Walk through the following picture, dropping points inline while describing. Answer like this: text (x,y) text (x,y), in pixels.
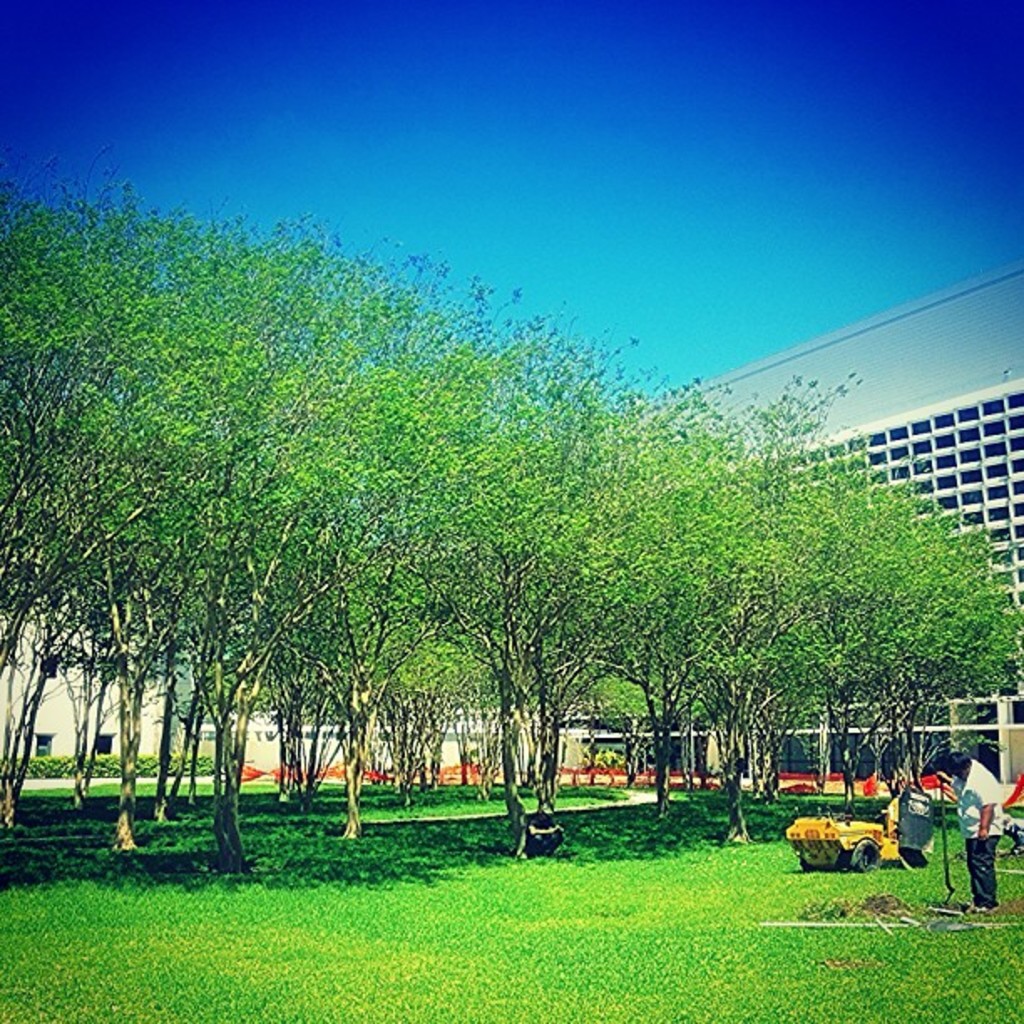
In this image we can see a two building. A person (976,840) is standing and holding some object (946,854). There is a blue sky (814,115) in the image. There are many trees (884,503) in the image.
